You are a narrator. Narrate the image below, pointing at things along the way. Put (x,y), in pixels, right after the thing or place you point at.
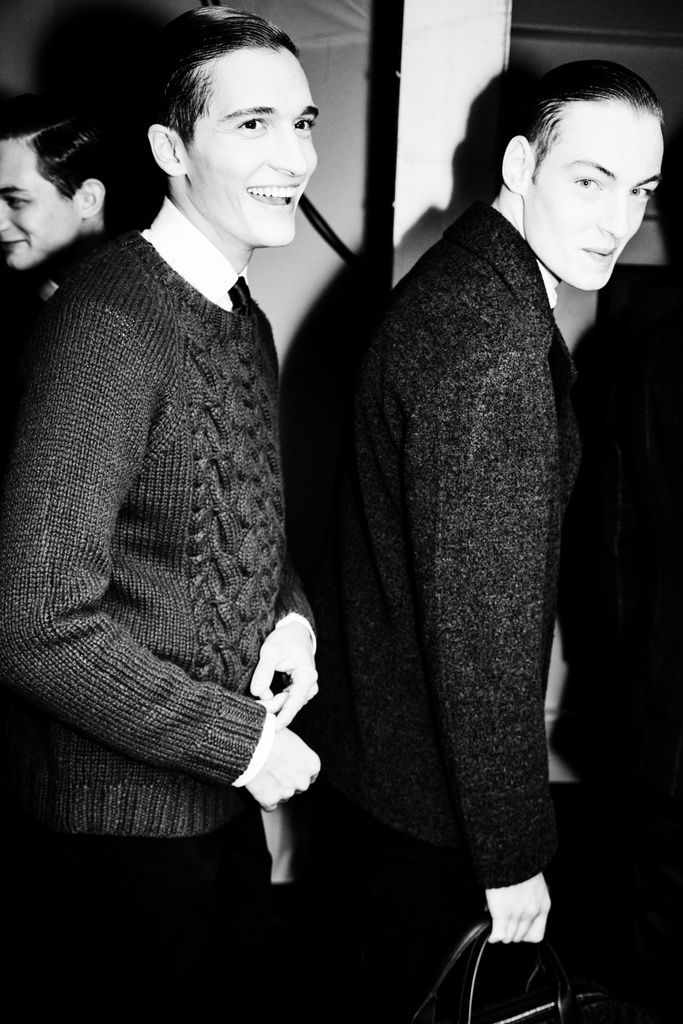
In this image there are three men (377,413) standing, the men (247,426) are holding an object (606,995), there are objects (408,191) towards the top of the image (401,157), there is a wall (441,142) towards the top of the image (451,88).
